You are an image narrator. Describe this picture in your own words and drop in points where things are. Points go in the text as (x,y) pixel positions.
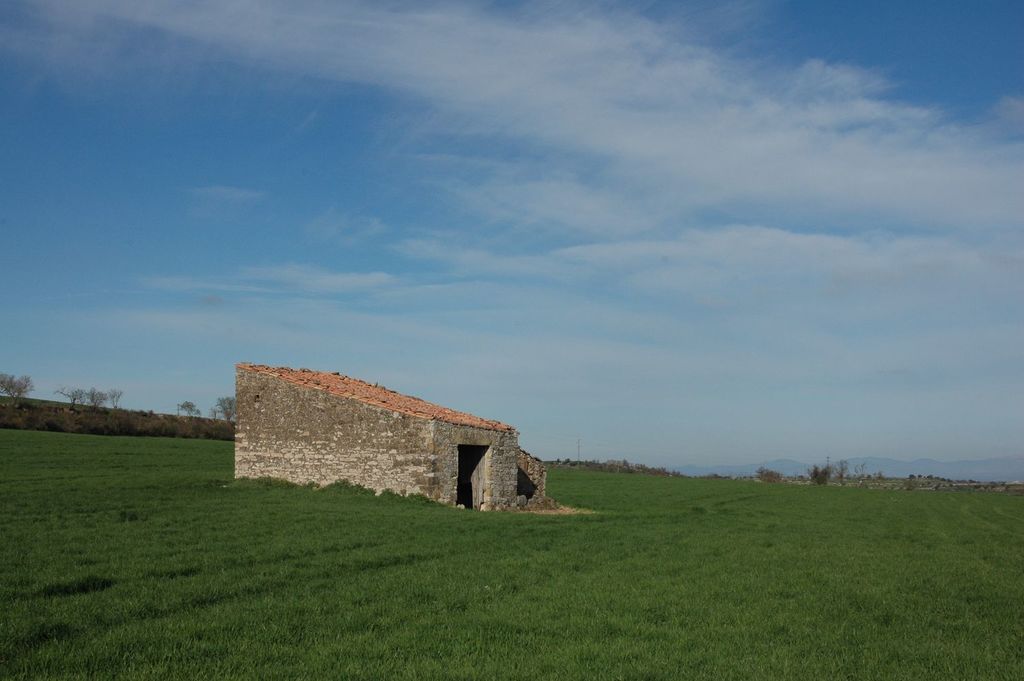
In this image I can see the grass (592,612) and trees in green color, I can also see a house (528,453) in cream and brown color. Background (872,257) the sky (487,278) is in blue and white color.
